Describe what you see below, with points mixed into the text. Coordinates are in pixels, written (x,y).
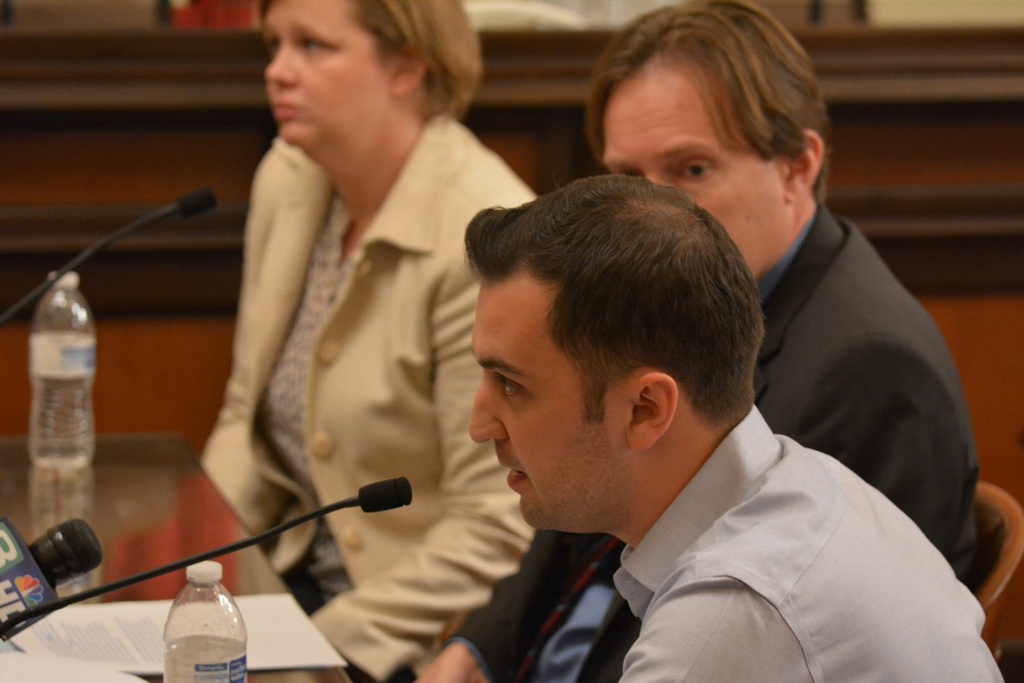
This is an inside view. Here I can see three persons (728,568) are sitting on the chairs (990,593) in front of the table (252,572). On this table (267,572) I can see two bottles (61,445), few papers (117,621) and three microphones (365,503).
